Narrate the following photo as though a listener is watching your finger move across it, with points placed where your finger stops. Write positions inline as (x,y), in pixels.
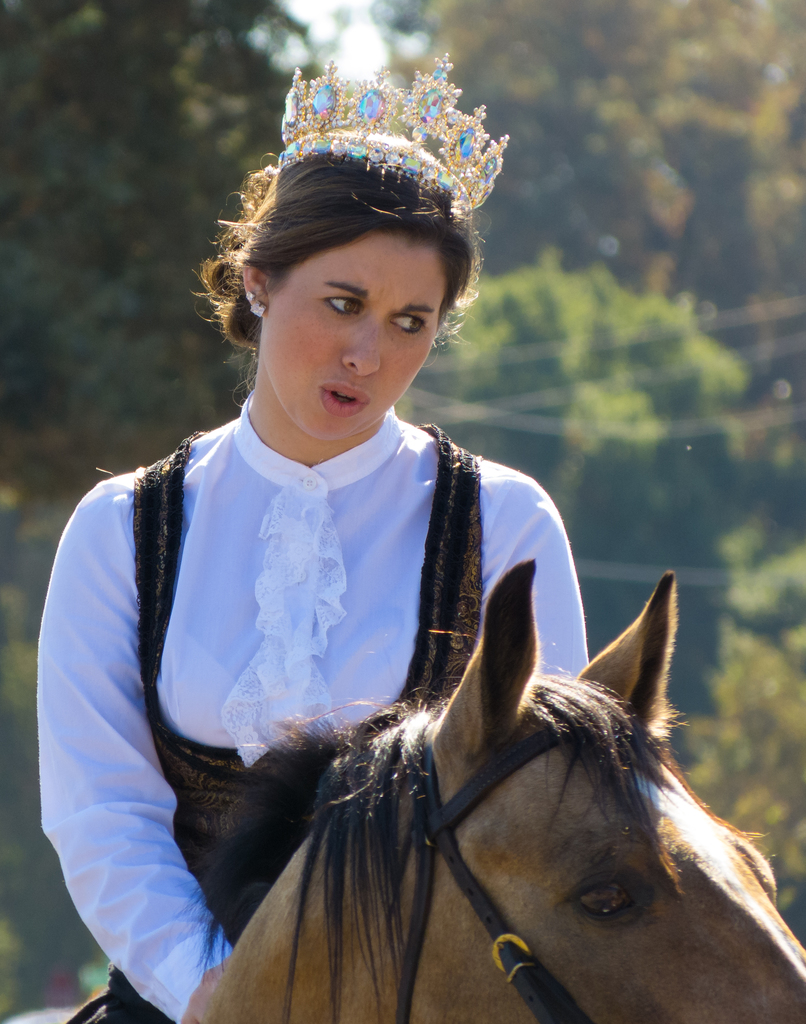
In this picture a lady (285,611) is sitting on a horse (340,906). The lady (283,648) is wearing a crown (352,118) on her head (357,151) with stones (441,112), and she is wearing a black and white color dress (206,676). To the horse (415,834) there is a belt (475,906). In the background (513,56) there are some trees (593,242).
